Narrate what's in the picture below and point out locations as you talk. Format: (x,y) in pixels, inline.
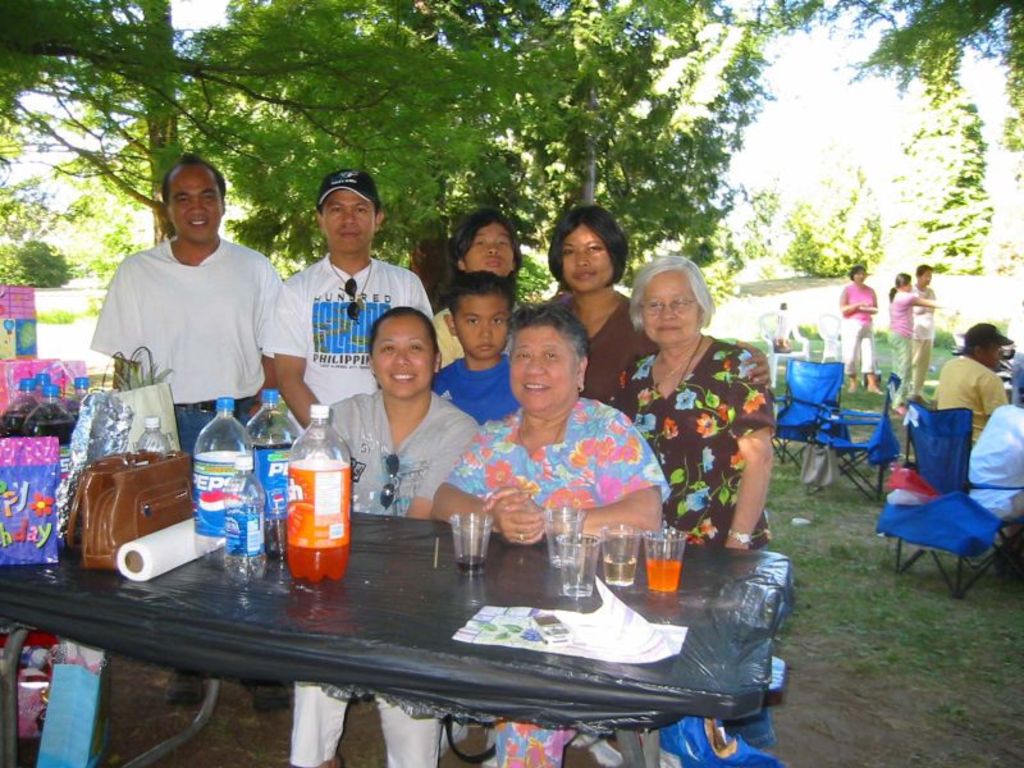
On the background (595,140) we can see trees (814,272) and few persons (860,314) standing. We can see empty chairs (918,506) and persons (725,441) standing in front of a table (639,566) giving pose to the camera and they all hold a pretty smile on their faces (415,349). On the table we can see preservative bottles (320,522), drinking glasses (584,586), paper (640,636), handbags (150,510), carry bags (39,475). Under the table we can see carry bag (80,684).
